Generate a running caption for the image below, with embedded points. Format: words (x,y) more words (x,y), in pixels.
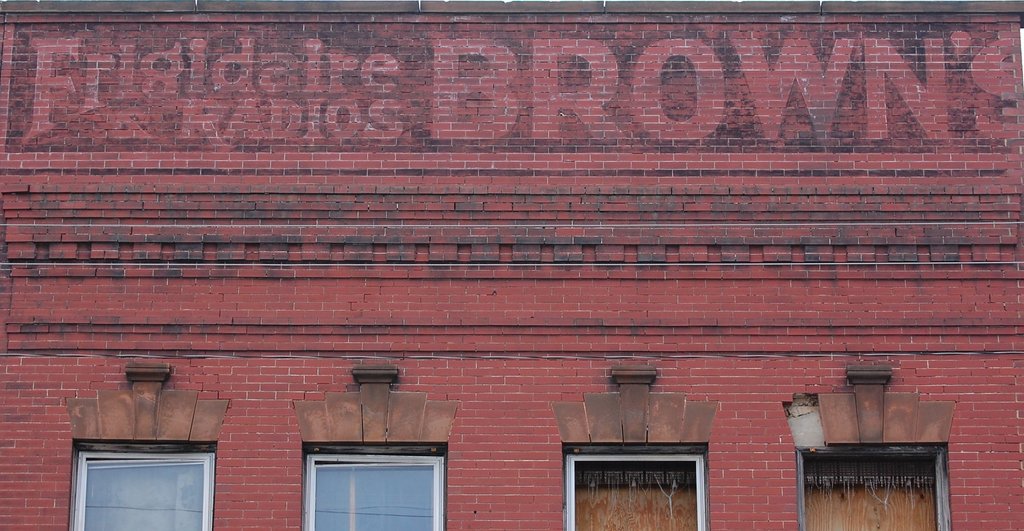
In this image in the middle (350,207), there is a building (417,238) on that there are windows (430,498), glasses (420,483), text (734,93) and wall (516,337).
